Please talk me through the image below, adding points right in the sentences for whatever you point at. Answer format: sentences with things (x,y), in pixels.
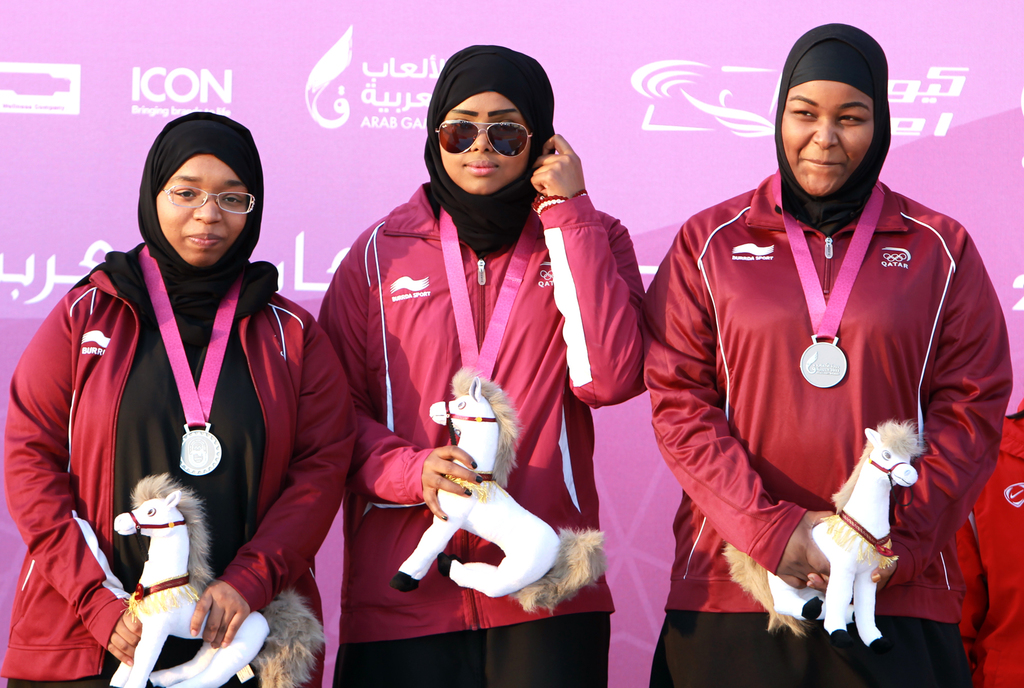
In this picture I can observe three women (622,256) wearing red color jackets (78,412) and holding toys (202,560) in their hands (437,453). I can observe medals (814,373) in their necks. In the background (319,181) I can observe violet color poster (304,99).
